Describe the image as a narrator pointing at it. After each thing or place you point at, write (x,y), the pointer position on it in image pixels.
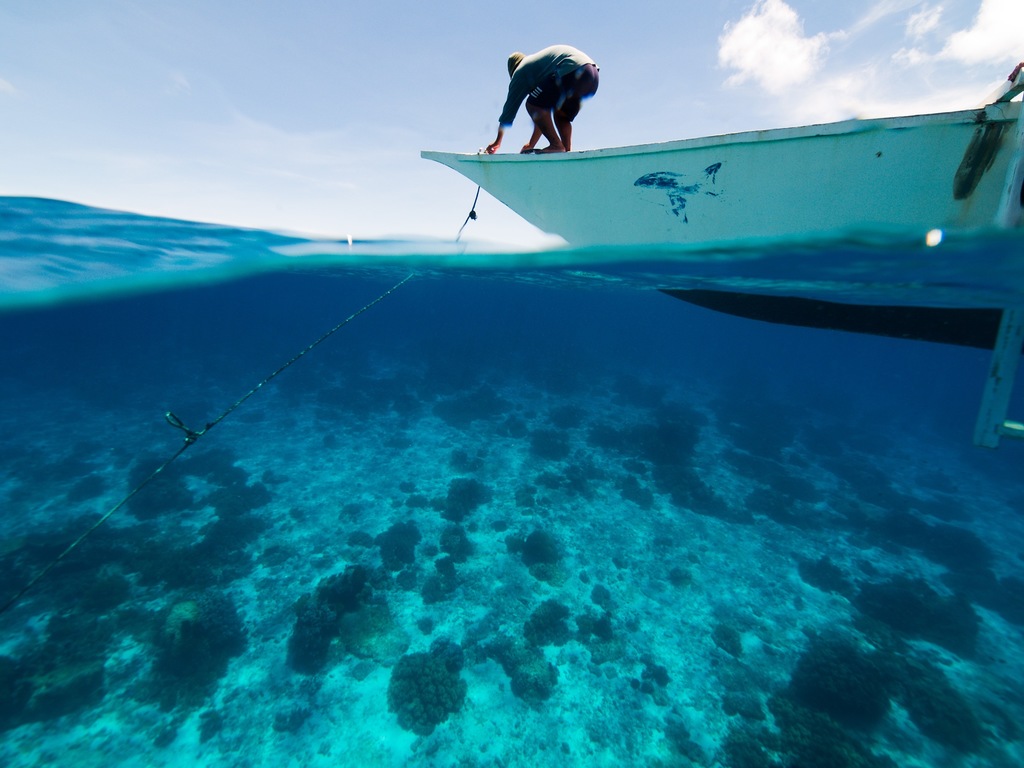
In this image I can see the person (571,114) standing on the boat (565,153). I can see the boat (565,153) is on the water (282,611). Under the water (734,576) I can see few aquatic plants (541,533). In background (687,67) I can see the sky (610,84).
